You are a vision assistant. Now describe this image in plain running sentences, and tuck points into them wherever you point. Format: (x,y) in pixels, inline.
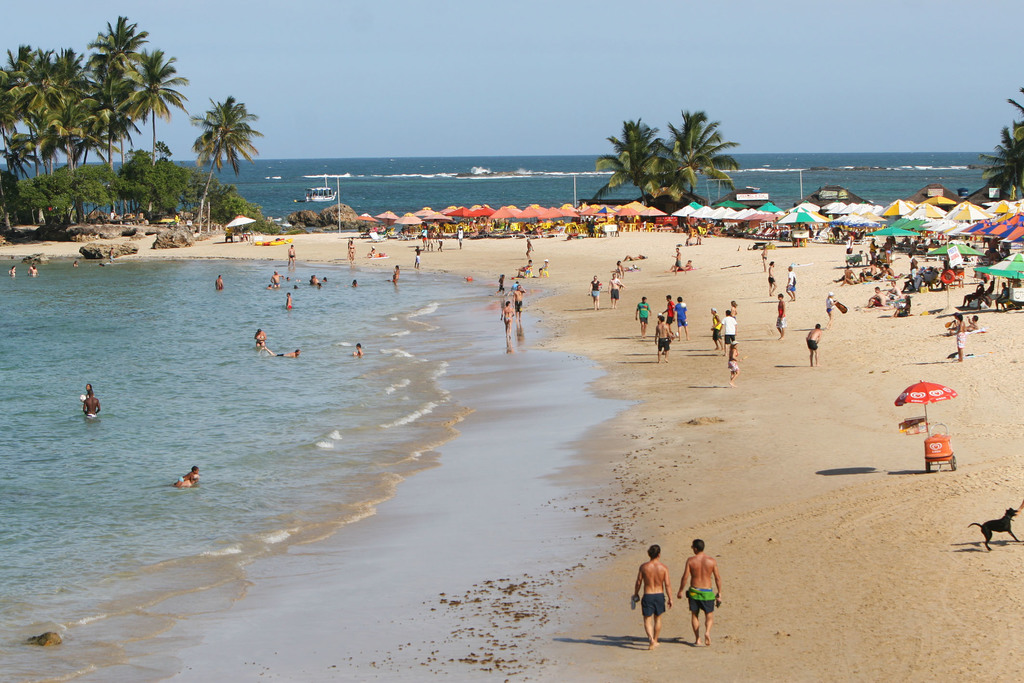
In this picture we can see a few people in the water (300,397). There are some people (521,301) walking and a few people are sitting on the ground (881,544). We can see an animal (972,524), umbrellas (1008,213), rocks (103,225) and other objects (163,222) on the ground (888,317). There are a few trees (92,185) and some boats (313,189) are visible in the water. We can see the sky (523,37) on top of the picture (441,54).
